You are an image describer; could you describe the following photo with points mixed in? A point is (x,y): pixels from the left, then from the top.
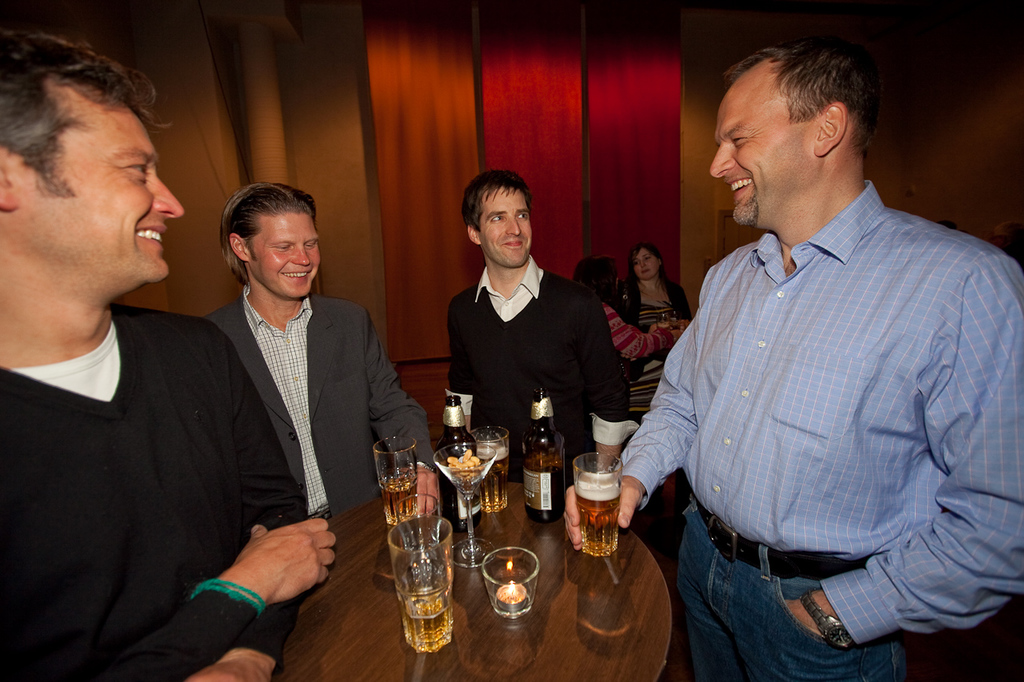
In this picture I can observe four men (454,340) standing around brown color table (559,628). There are glasses (463,544) and bottles (526,471) placed on the table (356,618). All of the men (488,261) are smiling. In the background (686,306) there are two people (641,292) sitting in the chairs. There is a wall (333,184) behind them.
